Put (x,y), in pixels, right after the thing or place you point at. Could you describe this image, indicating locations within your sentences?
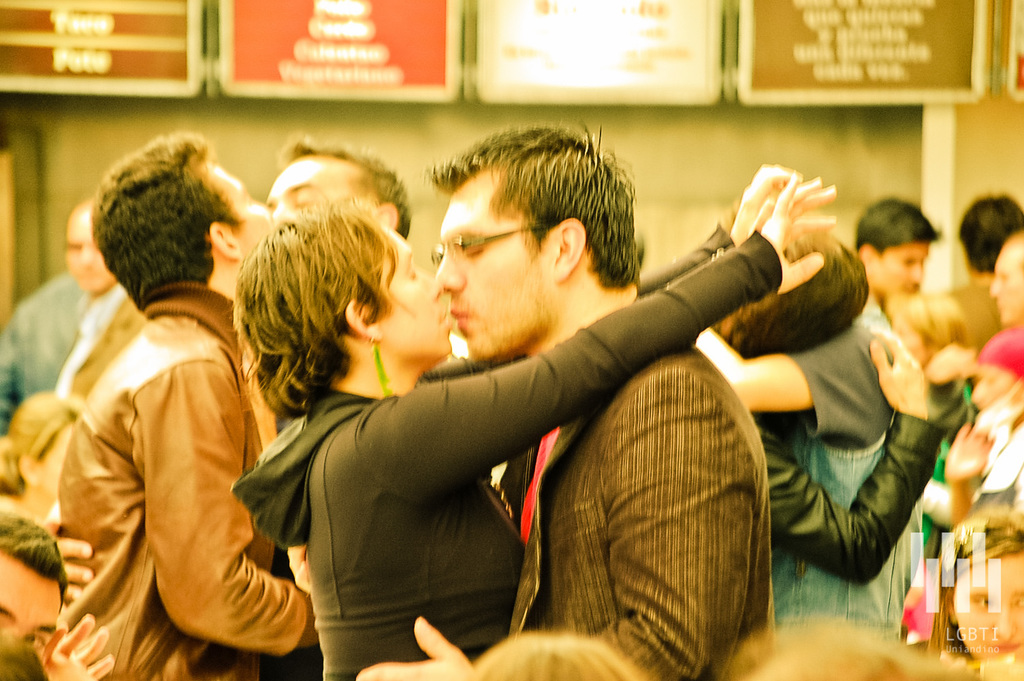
In the image I can see group of people (486,262) are standing among them some are kissing each other. In the background (571,101) I can see boards (528,63) which has something written on them. On the right side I can see a watermark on the image.
